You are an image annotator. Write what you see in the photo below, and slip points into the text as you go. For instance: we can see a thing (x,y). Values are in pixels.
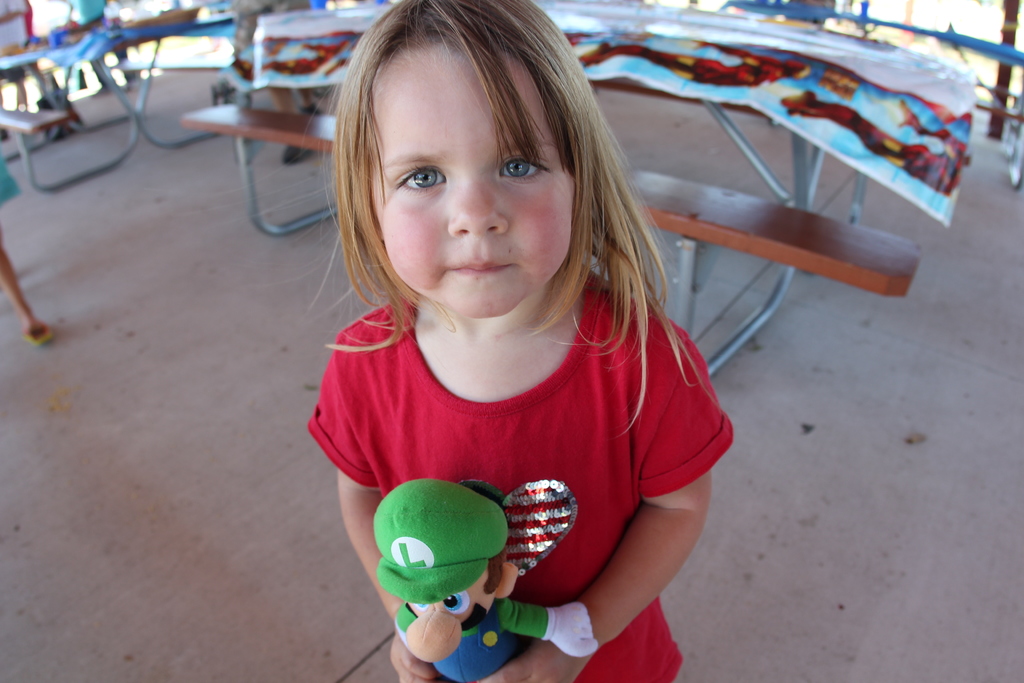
In this image we can see a girl (566,513). She is wearing a red color T-shirt (568,454) and holding a toy (462,613) in her hand (494,667). In the background (82,124), we can see the benches (765,93) and floor (235,369).
